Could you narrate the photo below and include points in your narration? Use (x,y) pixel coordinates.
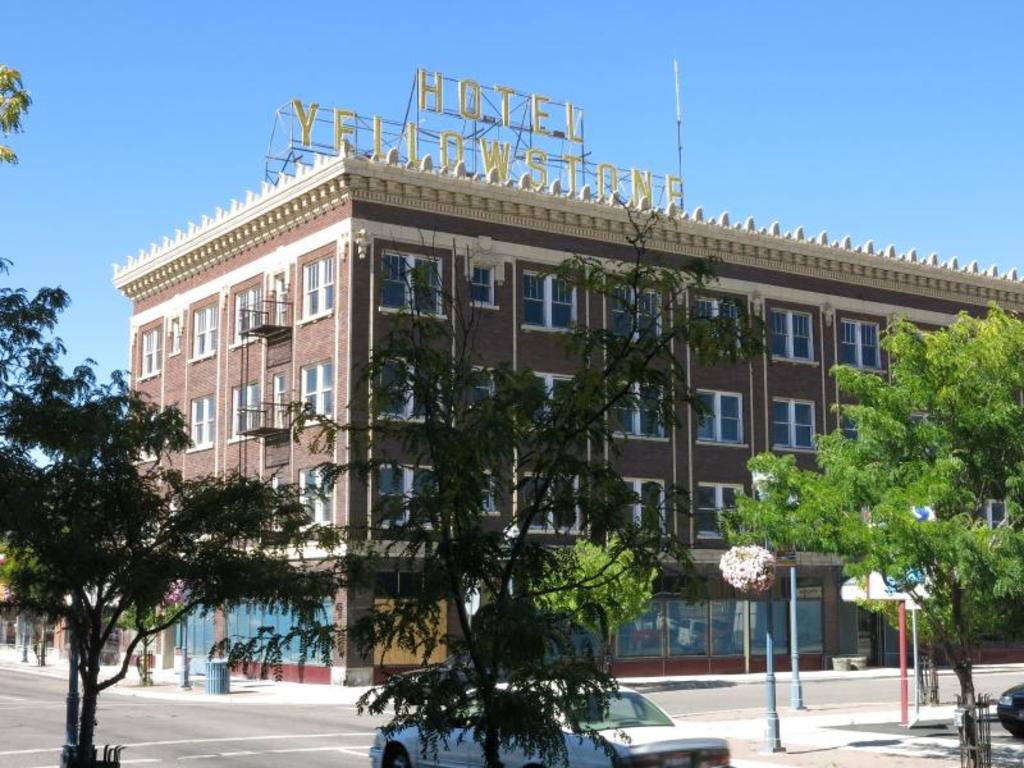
In this picture we can see a building (679,352) with windows (529,305), trees (83,477), vehicles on the road (309,753), poles (793,643) and in the background (635,136) we can see the sky (729,136).
